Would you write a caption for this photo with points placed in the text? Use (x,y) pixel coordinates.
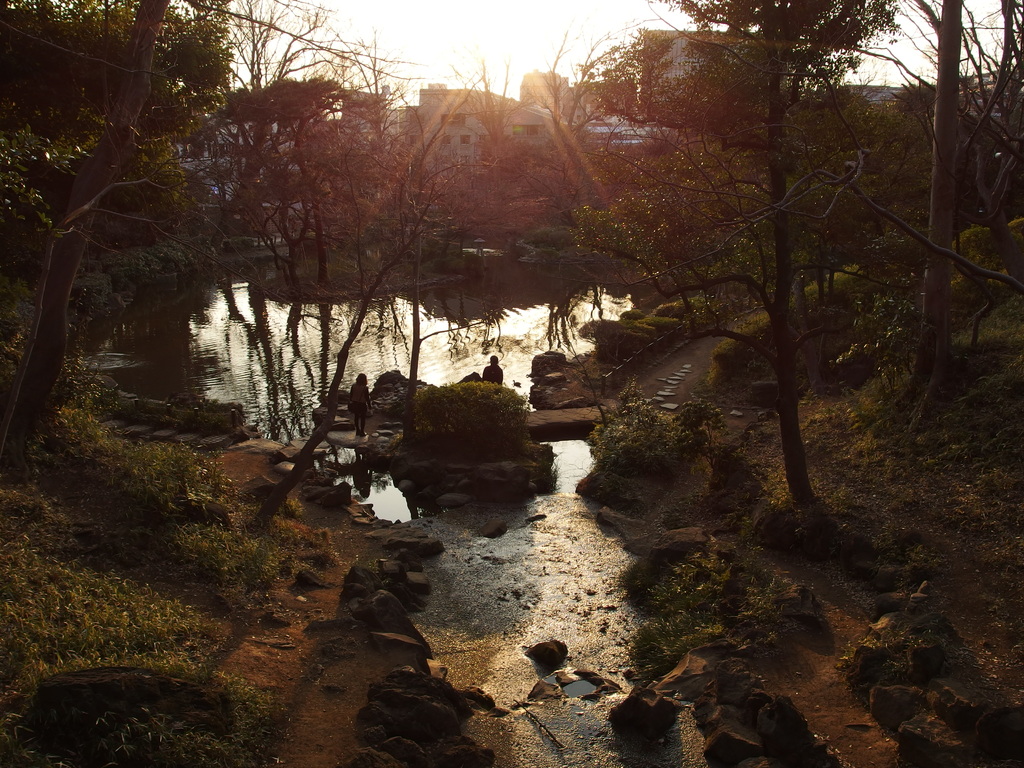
This picture is clicked outside. In the center (363,385) we can see the two persons (363,385) and we can see the plants (466,406), grass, water body (297,329) and trees (498,191). In the background (613,11) we can see the sky (375,16) and the buildings (484,128) and we can see the wooden fence (628,360) and a path (670,358) and some other objects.
